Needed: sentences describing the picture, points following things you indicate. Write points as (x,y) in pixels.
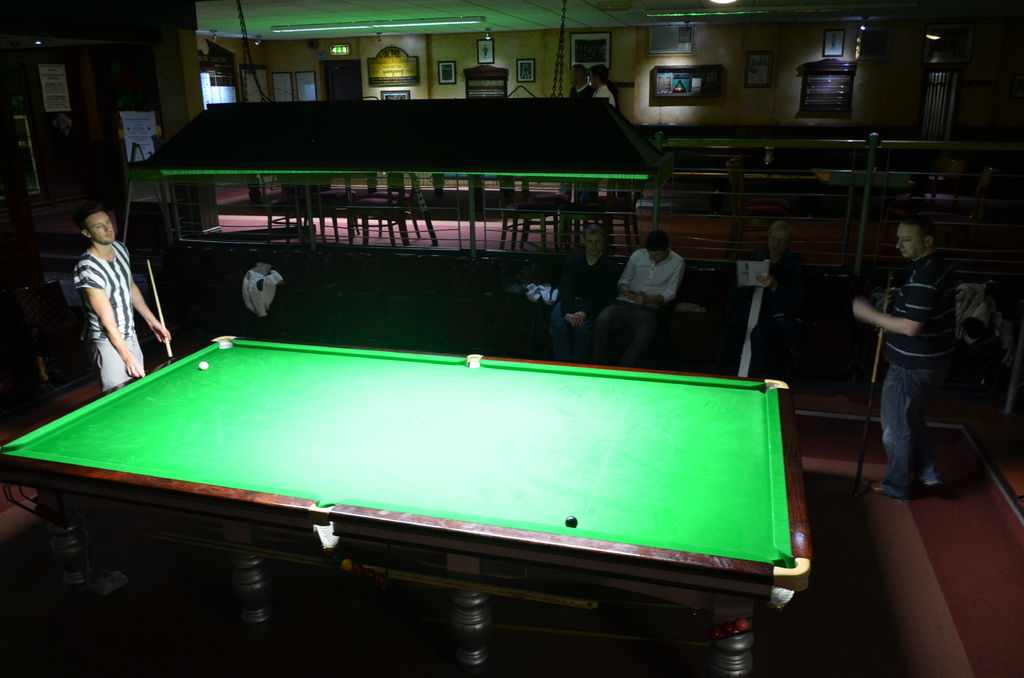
This is a place where the snooker table (28,455) is arranged and there are some people (767,254) sitting and two other people (899,378) who are playing the game and also there are some frames (492,44), bulbs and some posters (63,77) in the room (198,195).
